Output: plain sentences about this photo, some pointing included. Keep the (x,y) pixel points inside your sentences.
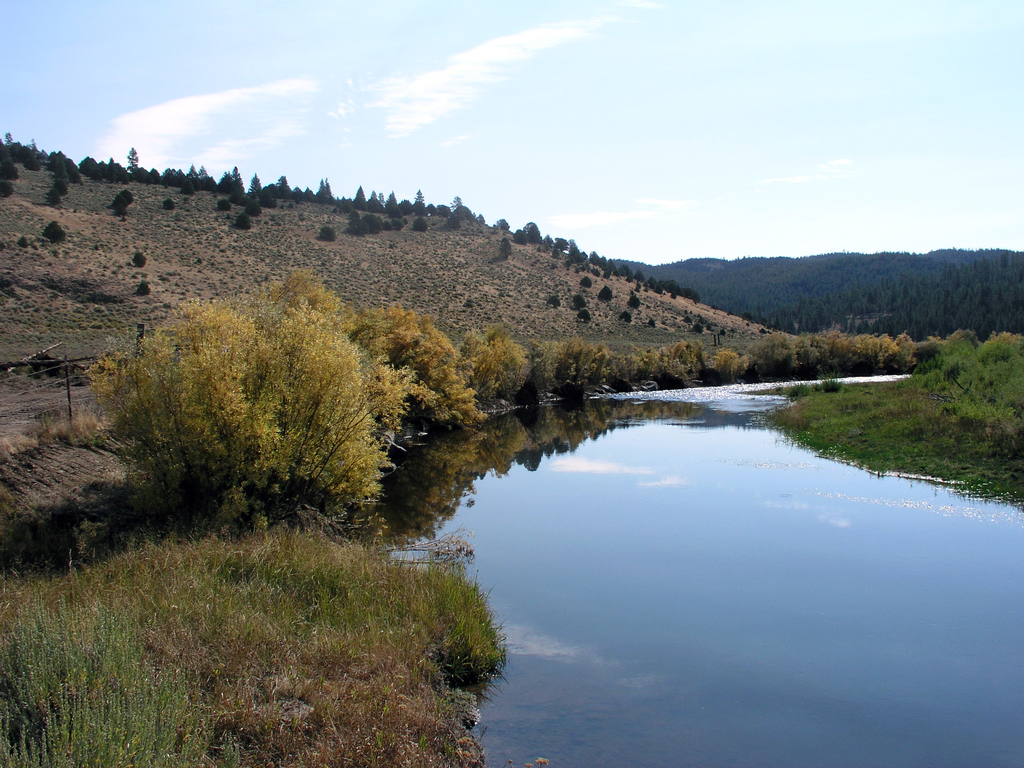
In this picture, this all water (942,501) look like river (537,704) flowing. And this all are at the back side (869,320) is a mountain (701,287) and this is a sky (566,52) at top (555,175).
